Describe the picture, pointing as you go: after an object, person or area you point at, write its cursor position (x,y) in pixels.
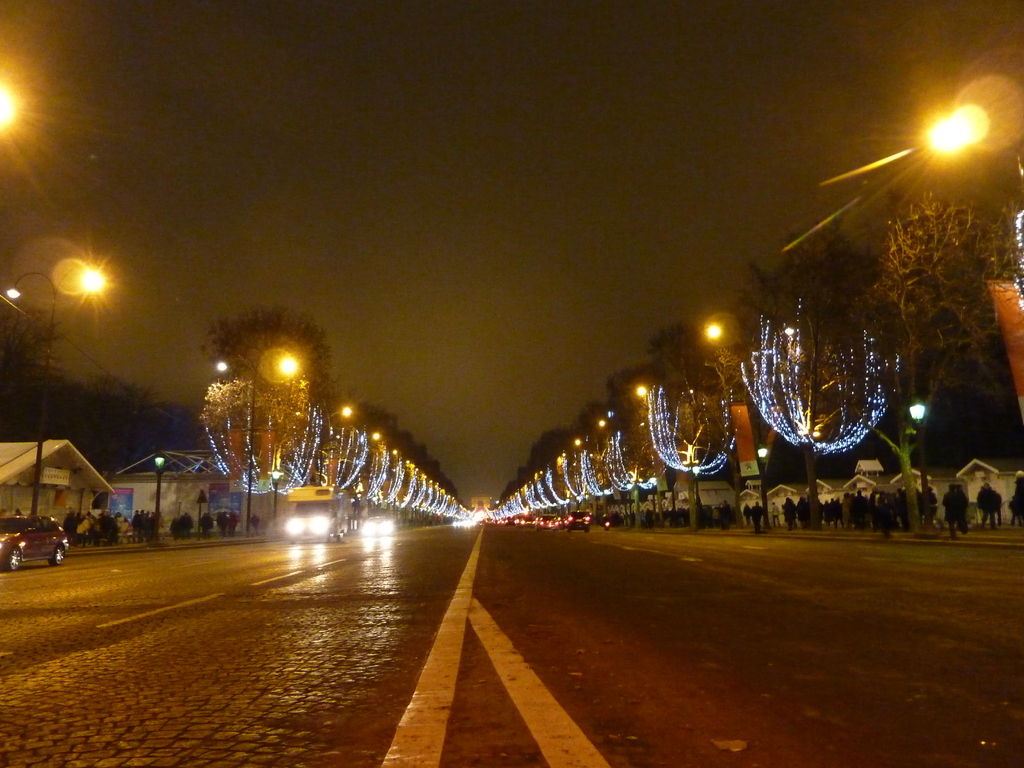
This picture is clicked in the city. At the bottom of the picture (493,645), we see the road (573,534). On either side of the picture, we see street lights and buildings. This road (537,531) is decorated with the lights (658,430). On either side of the picture, we see people (956,503) are walking on the footpath (864,529). At the top of the picture (84,205), we see the sky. This picture is clicked in the dark.
